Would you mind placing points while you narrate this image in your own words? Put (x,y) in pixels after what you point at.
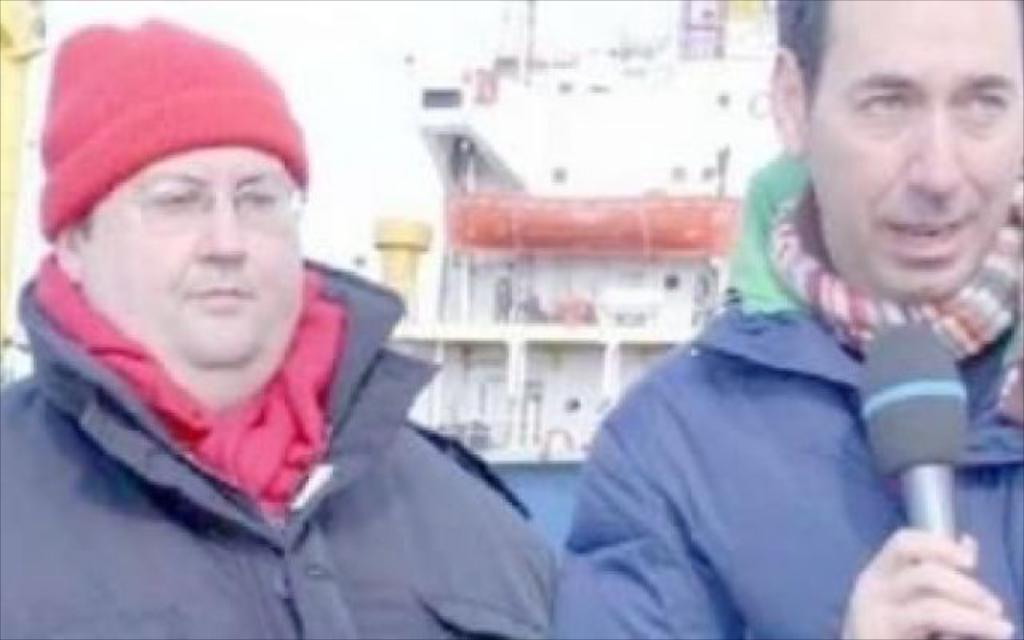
In this picture we can observe two men (739,557) wearing jackets (357,521). One of the men (323,483) is wearing spectacles (187,202) and a red color cap (143,109) on his head (141,274) and the other one (813,465) is holding a mic (923,412) in his hand (922,543). In the background (563,347) we can observe a ship (574,262).
